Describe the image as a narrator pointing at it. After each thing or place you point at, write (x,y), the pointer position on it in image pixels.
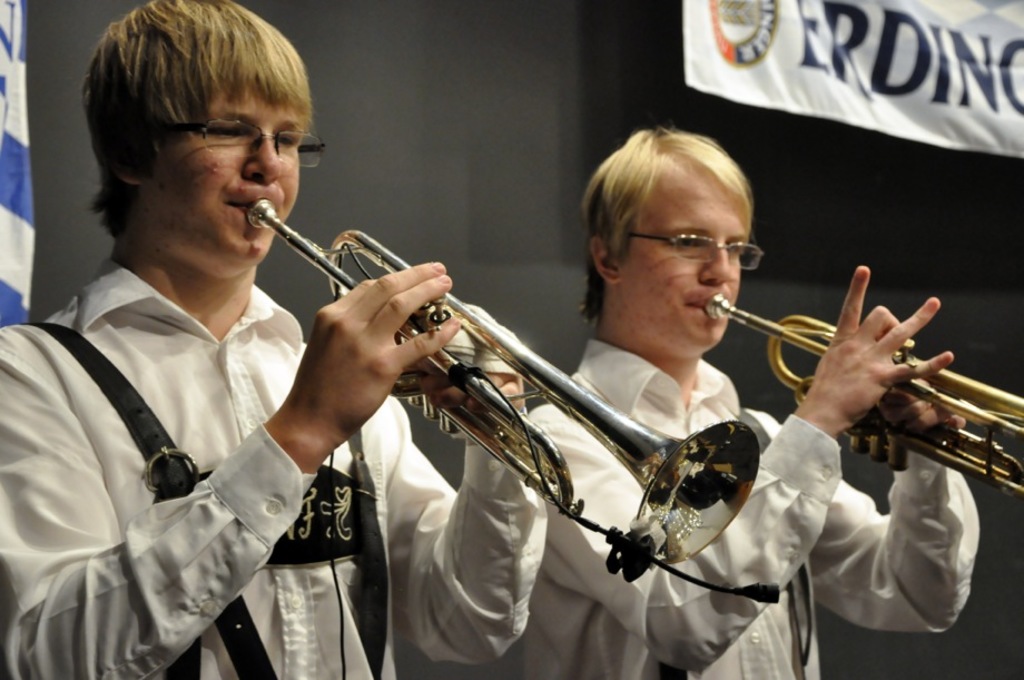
In this image we can see two people (396,414) playing the musical instruments (486,451). On the backside (609,138) we can see a wall (683,95) and a banner (732,91).
